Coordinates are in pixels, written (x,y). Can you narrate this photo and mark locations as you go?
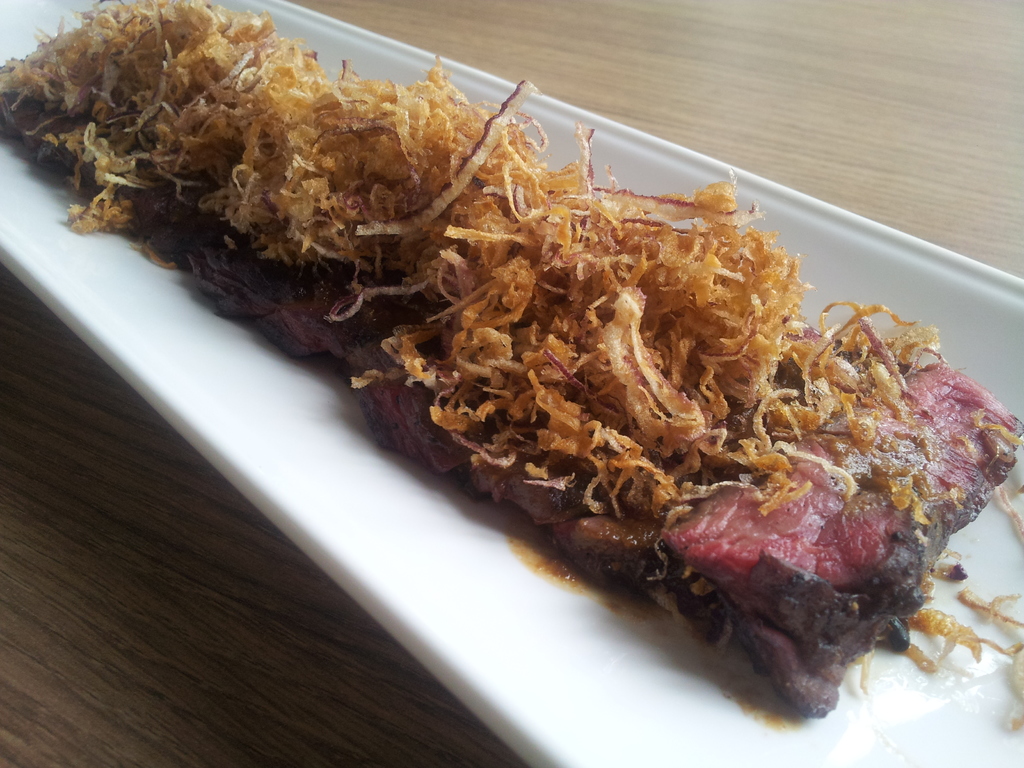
There is a white plate (873,703) on a wooden surface (281,665). On the plate (863,711) there is a food item (383,306).
